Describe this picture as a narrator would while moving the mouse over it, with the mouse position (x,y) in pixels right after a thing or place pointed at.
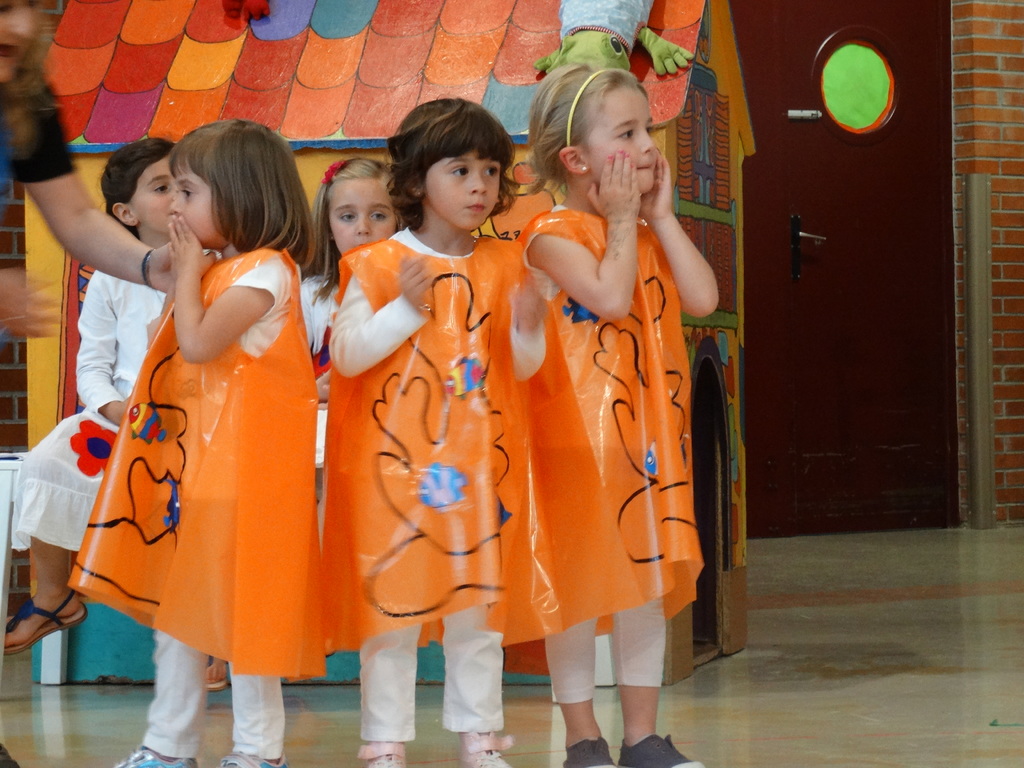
In the image there are three kids (394,429) standing. Behind them there are two kids (342,239) sitting on the bench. And also there is an artificial hut (734,600) with decorative things (692,149) on it. On the right side of the image (1002,52) there is a pillar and also there is a door (854,90) with hole (856,90). On the left corner of the image (17,85) there is a person (36,120).
